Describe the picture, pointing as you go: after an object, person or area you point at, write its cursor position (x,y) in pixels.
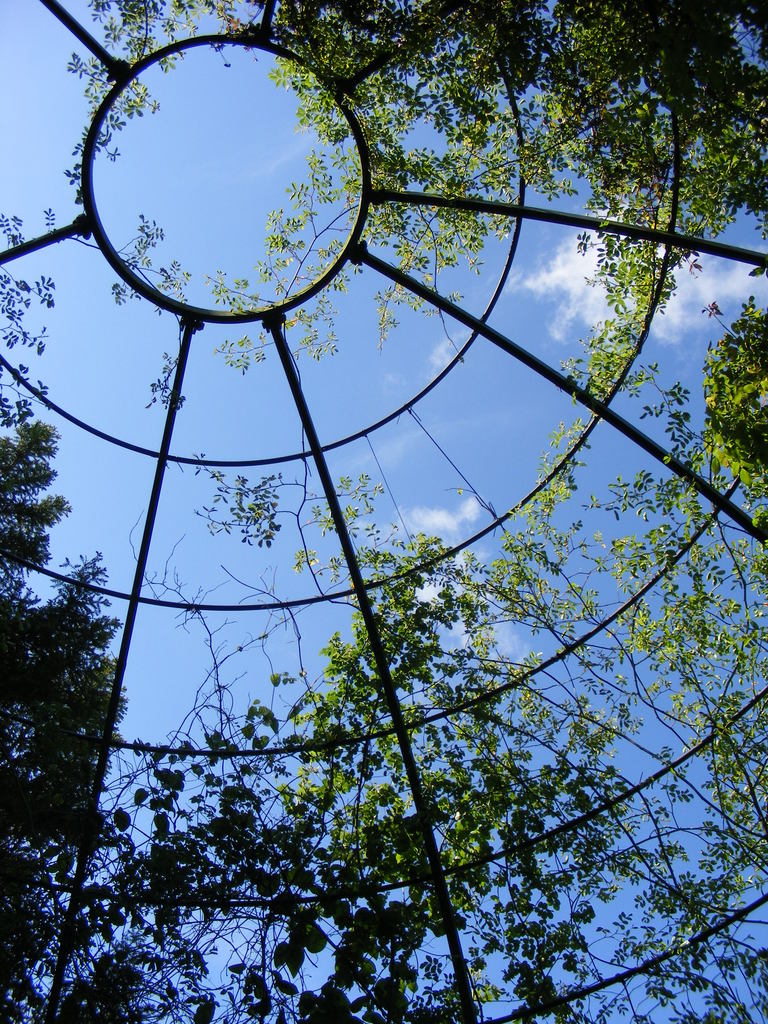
In the picture we can see some iron pole construction (113,715) around it, we can see some plants (718,368) and behind it we can see the sky (79,206) with clouds (725,271).
